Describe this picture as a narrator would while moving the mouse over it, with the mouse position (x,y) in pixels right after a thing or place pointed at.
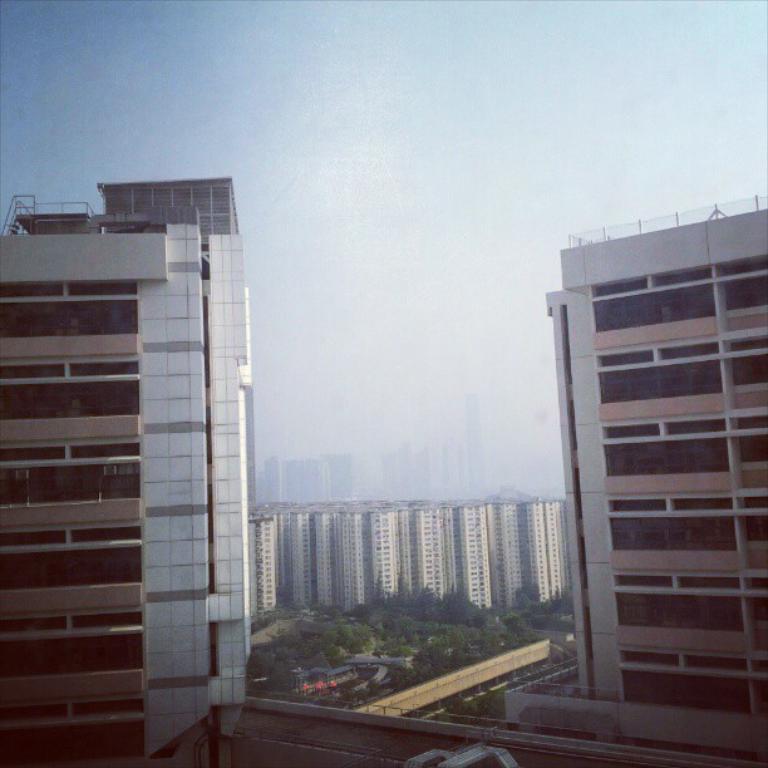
In this image there are buildings (341,524) and trees (390,618).
